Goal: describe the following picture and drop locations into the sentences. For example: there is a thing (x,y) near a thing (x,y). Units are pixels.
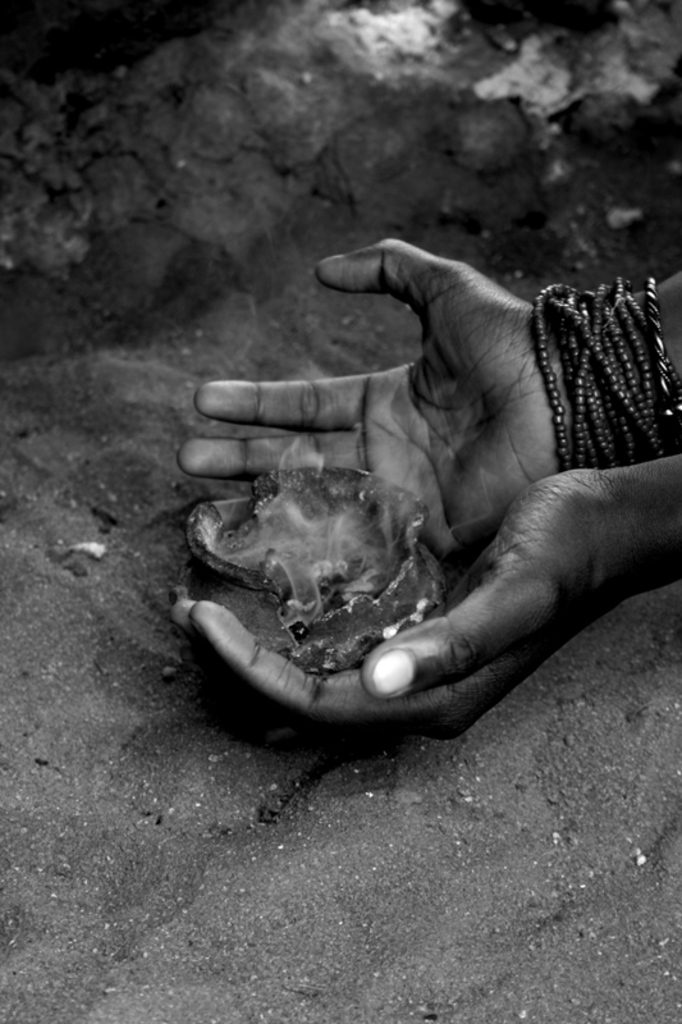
In this picture there is a broken pot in the hand (457,670). Behind we can see the sand (268,842).
